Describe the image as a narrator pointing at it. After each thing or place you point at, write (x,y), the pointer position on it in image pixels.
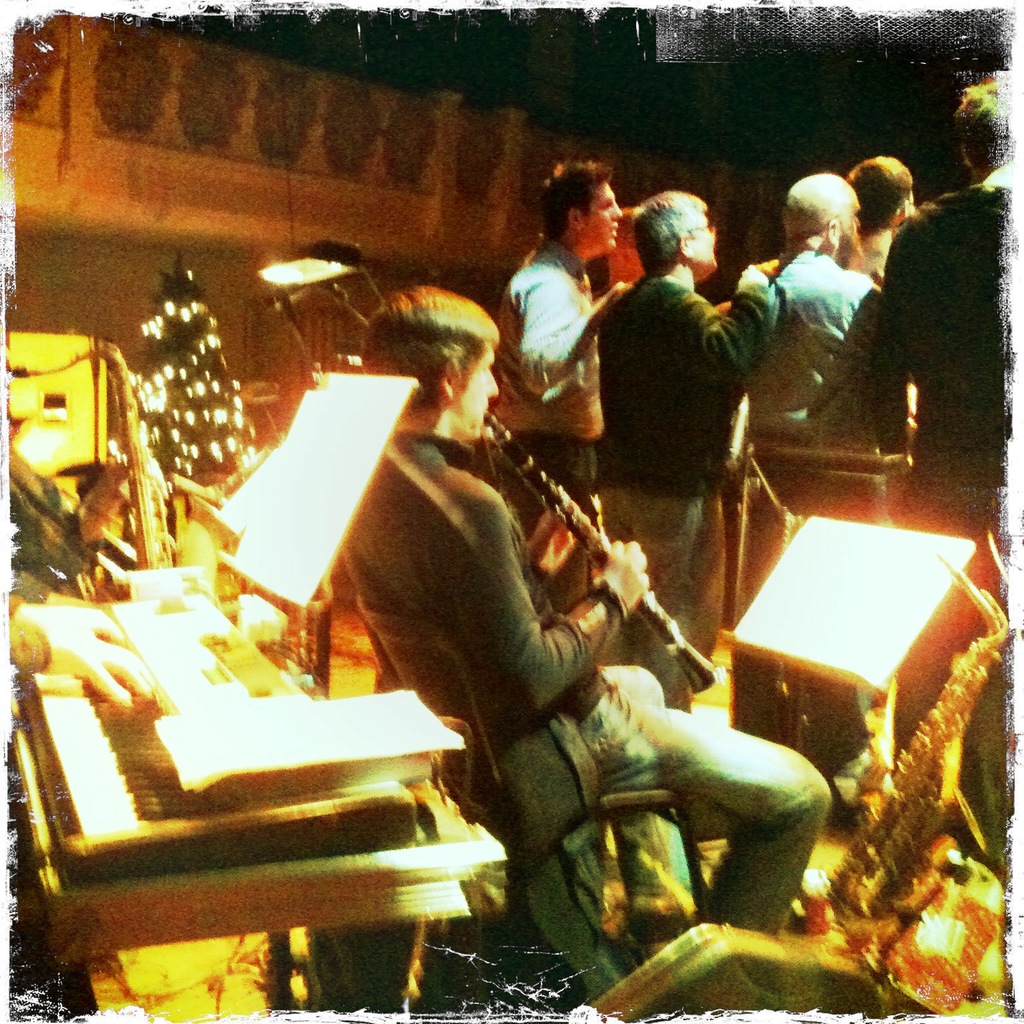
In this picture we can see a group of people (548,332) and musical instruments (570,504) and in the background (424,267) we can see the wall (442,267).
